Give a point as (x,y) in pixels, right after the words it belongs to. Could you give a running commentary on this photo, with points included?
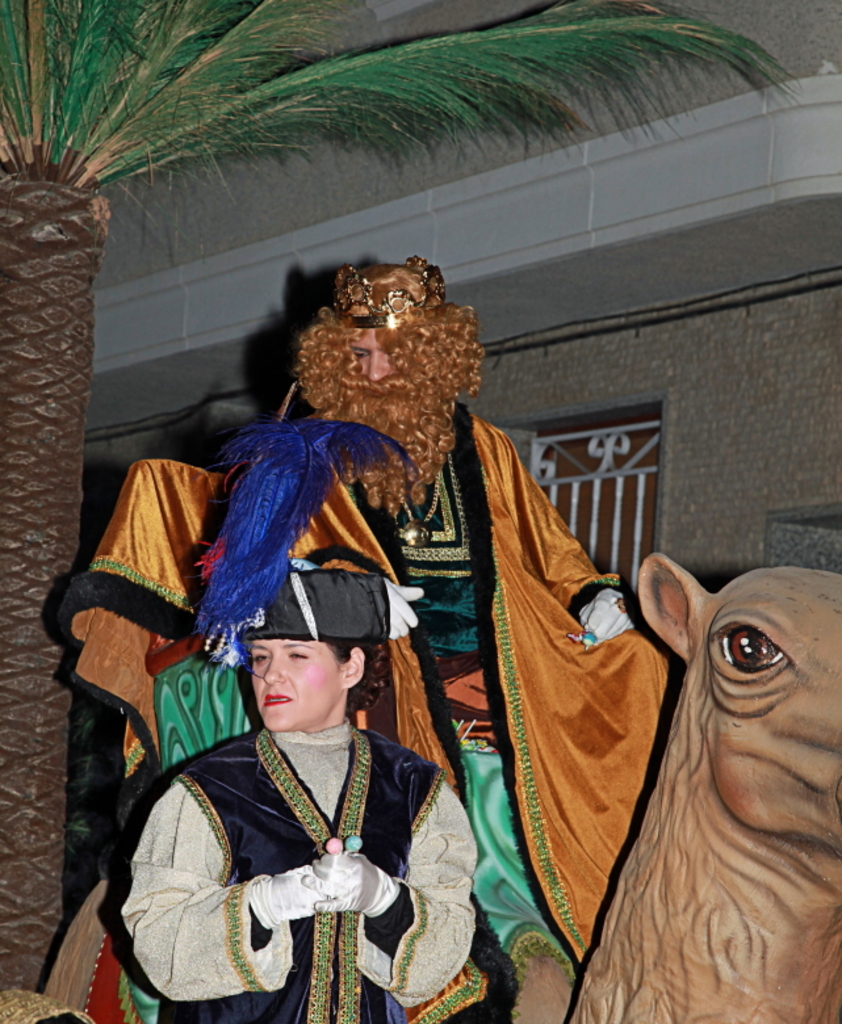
Front portion of the image we can see two people (520,783), statue (534,990) and tree (29,310). A person (420,546) is sitting on a statue (825,780). Background (227,301) portion of the image we can see a building (422,200) and window (598,533).
